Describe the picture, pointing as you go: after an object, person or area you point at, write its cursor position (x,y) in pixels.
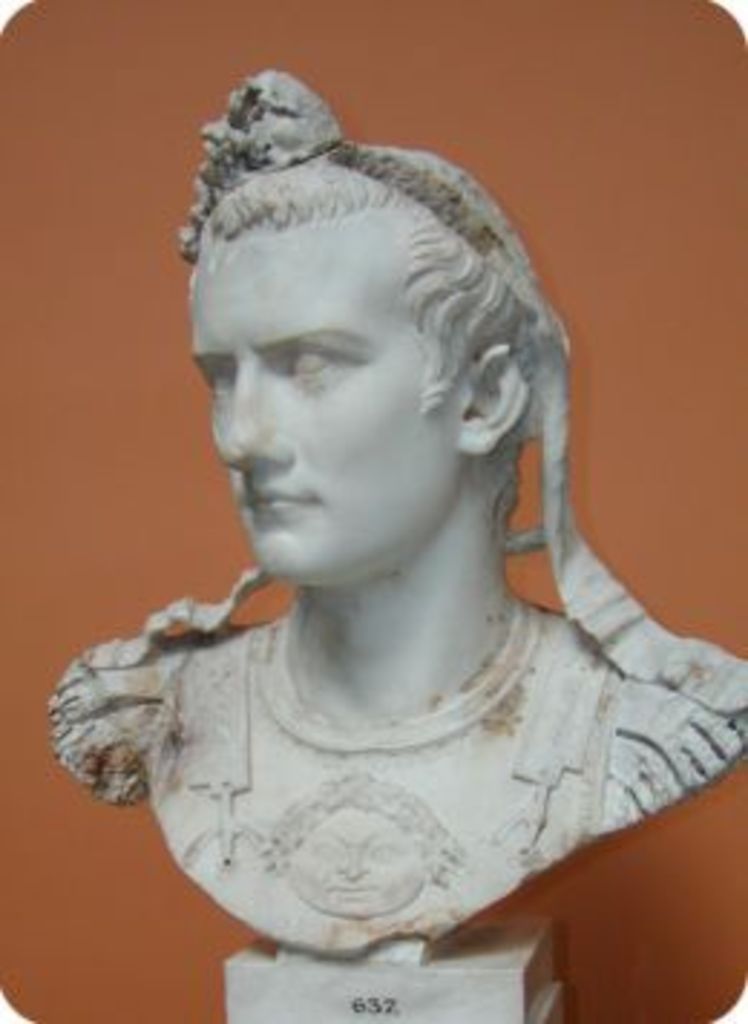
In the foreground of this image (429,624), there is a sculpture (377,500) with brown background (106,315).
